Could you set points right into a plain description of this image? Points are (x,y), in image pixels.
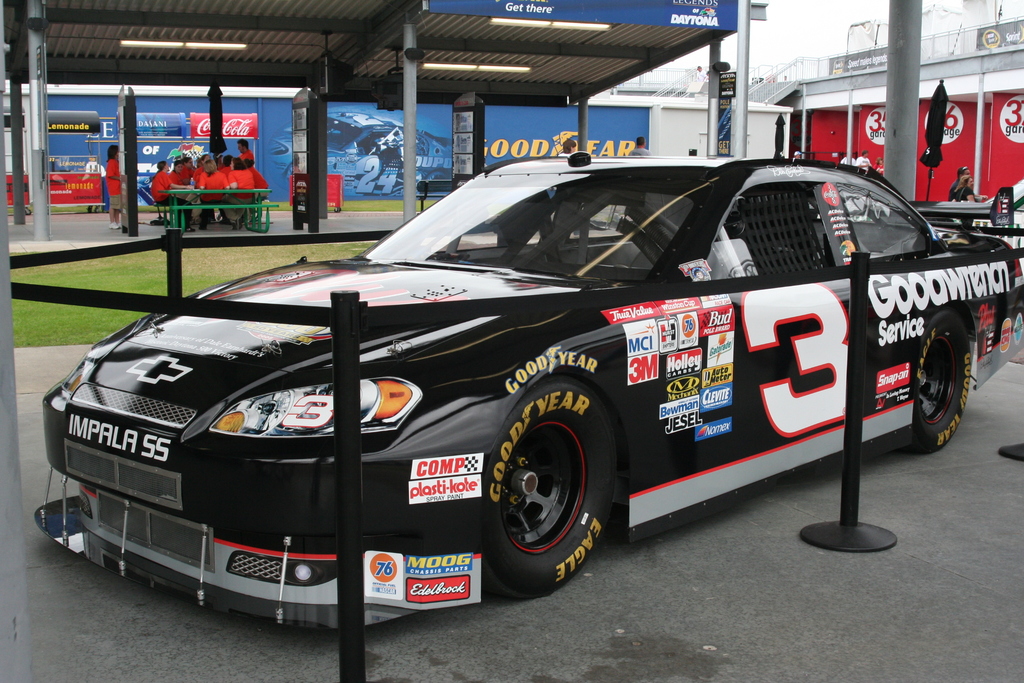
In this image I can see a black colour car (565,470), few poles (343,614) and black colour belt (309,317) in the front (451,302). In the background (837,119) I can see few buildings (520,131), few stalls (166,129), few lights (131,40) and glass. I can also see number of people (216,180) in the background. On the right side (844,58), in the centre (663,336) and on the left side of this image (196,128) I can see something is written.
